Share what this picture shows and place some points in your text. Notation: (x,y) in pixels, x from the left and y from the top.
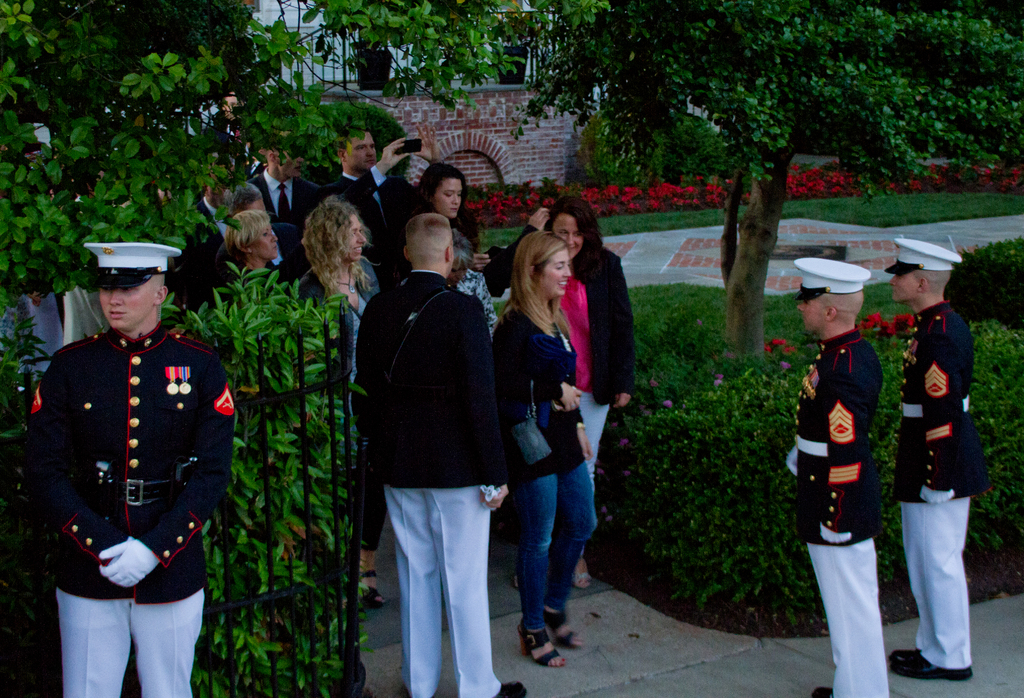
In this image there are a few people (523,272) standing with a smile on their face (367,141), one of them is holding a phone (413,149) in his hand (396,148), behind them there is a building (382,91), trees (34,46), plants (676,393) and flowers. On the left side of the image (267,451) there is a railing (266,515).
